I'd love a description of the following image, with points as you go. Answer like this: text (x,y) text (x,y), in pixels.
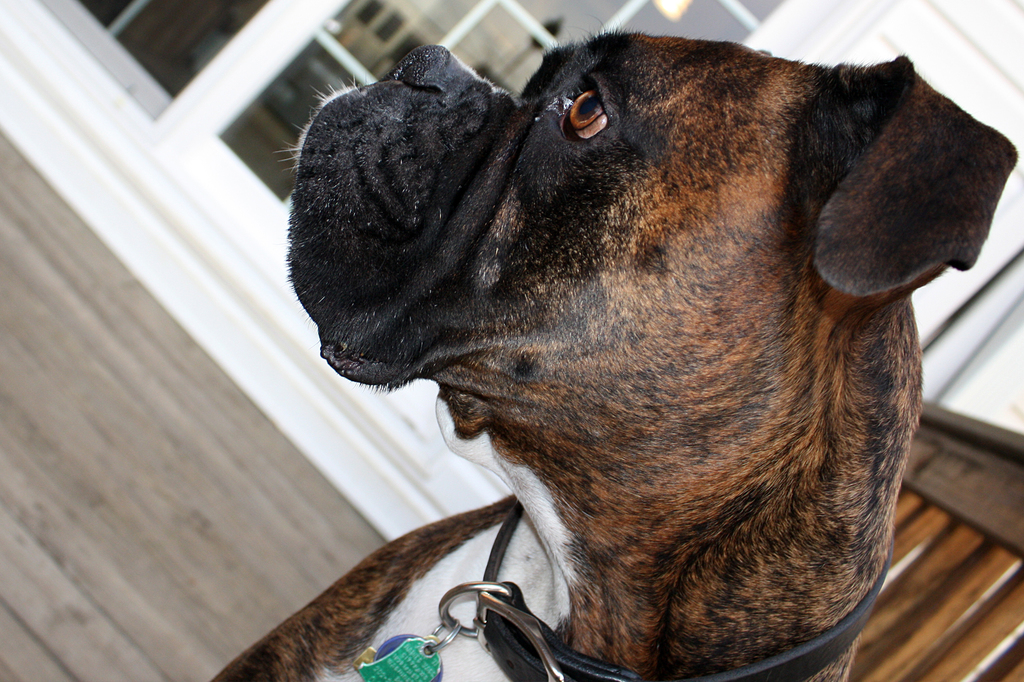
In this image I can see the dog (409,294) which is in black, brown and white color. I can see the belt (482,625) to the dog (540,614). In the background (352,72) I can see the building (785,51).
